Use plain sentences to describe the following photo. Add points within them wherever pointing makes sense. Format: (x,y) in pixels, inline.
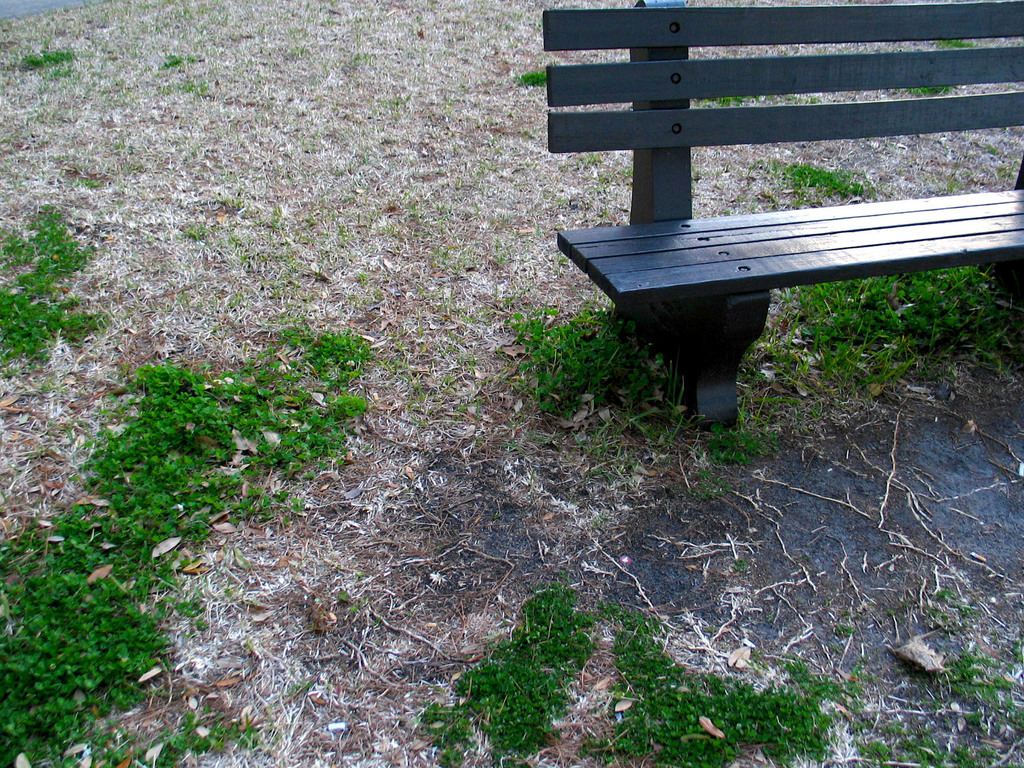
In this image in the center (655,298) there is one bench (697,312), and at the bottom (883,631) there is grass (545,504) and dirt (758,527).
